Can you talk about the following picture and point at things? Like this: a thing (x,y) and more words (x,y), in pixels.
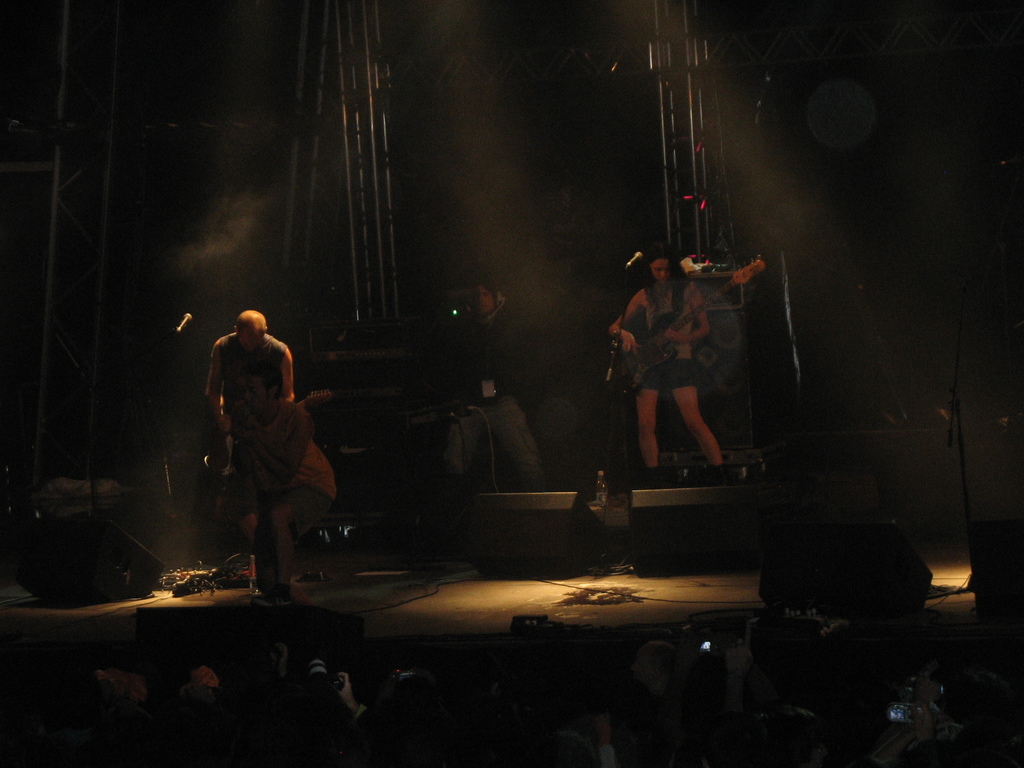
In this image there are group of people (646,439) some of them are holding musical instruments (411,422) and playing, and they are on the stage (625,593) and we could see some lighting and fog (205,242) and there are some poles (104,224). At the bottom (138,683) there are a group of people (677,701), who are holding cameras (908,701) and we could see some lights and there is a black background (901,293).
